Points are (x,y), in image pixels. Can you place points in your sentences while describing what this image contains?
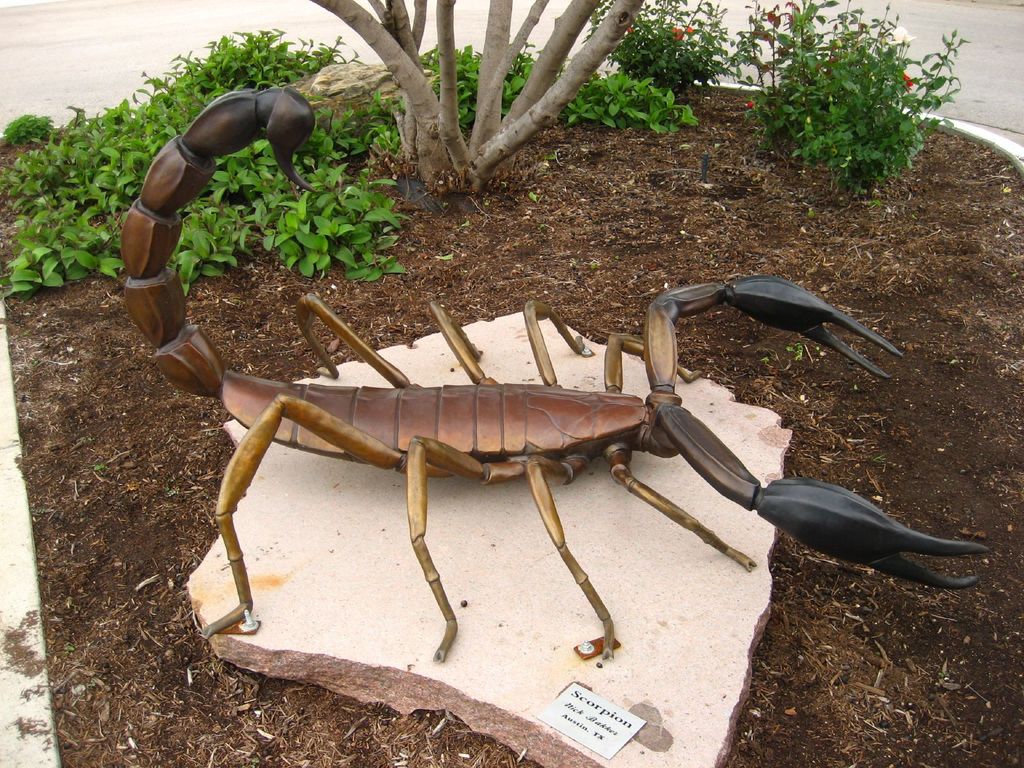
In this image there is a scorpion statue (416,411) on the stone (482,609). In the background (473,64) there are small plants (467,106) which are planted in the soil (521,232).
